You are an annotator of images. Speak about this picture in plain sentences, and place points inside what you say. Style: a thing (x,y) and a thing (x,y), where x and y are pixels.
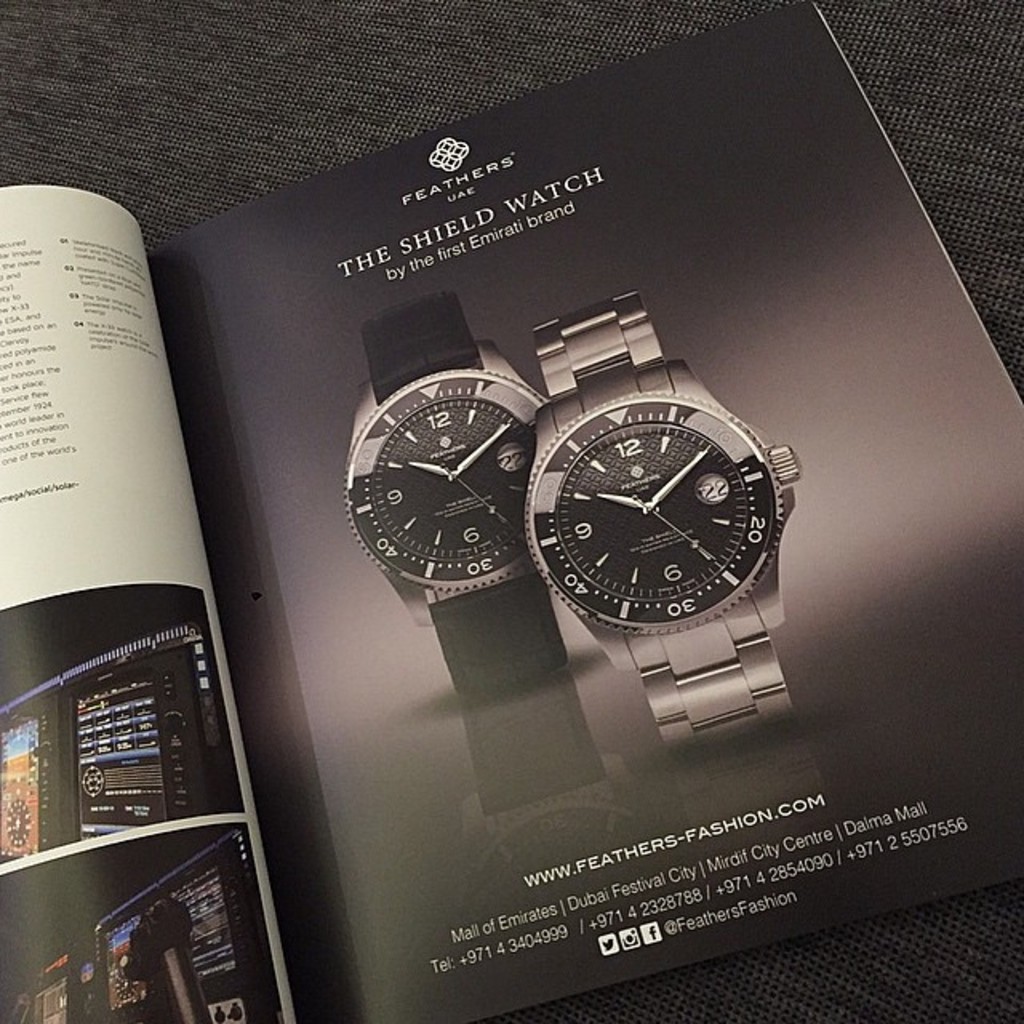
In this picture we can see a book (209,878) on a platform (908,50) and in the book (96,412) we can see watches (411,392) and some text (13,462).
